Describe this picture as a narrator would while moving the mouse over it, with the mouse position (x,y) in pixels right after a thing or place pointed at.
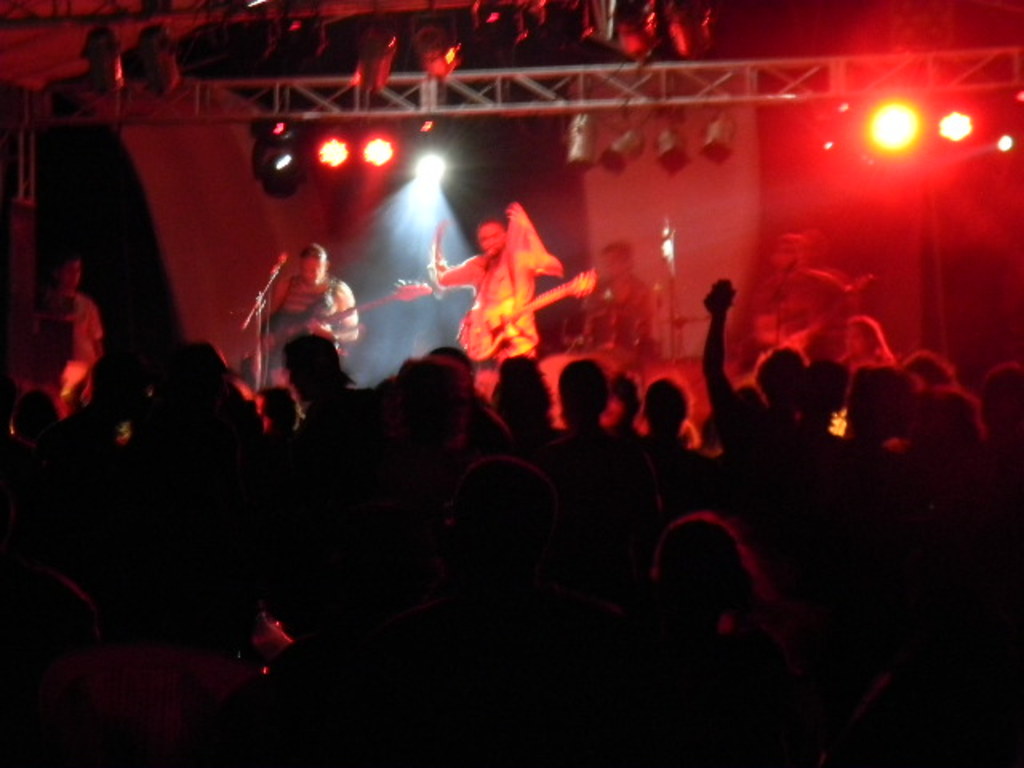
In this image I see number of people (484,400) in which few of them are holding musical instruments (553,296) in their hands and I see the mic (283,259) over here and I see the lights (278,162) and I see the rods (422,105) over here and it is a bit dark over here.
